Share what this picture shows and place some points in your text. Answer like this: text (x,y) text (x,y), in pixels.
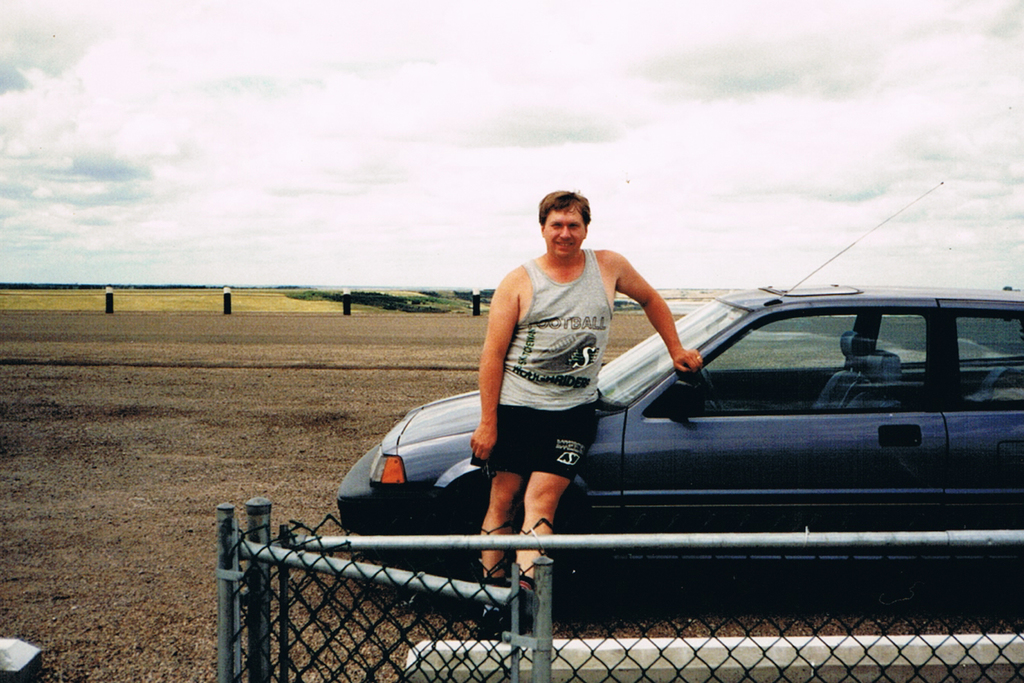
At the bottom of the image (329,549) there rods (450,587) with fencing (815,593). Behind the fencing (912,642) there is a man (570,458) and a car (599,428). In the background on the ground (287,365) there are poles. At the top of the image (263,126) there is sky (598,55) with clouds (823,139).
